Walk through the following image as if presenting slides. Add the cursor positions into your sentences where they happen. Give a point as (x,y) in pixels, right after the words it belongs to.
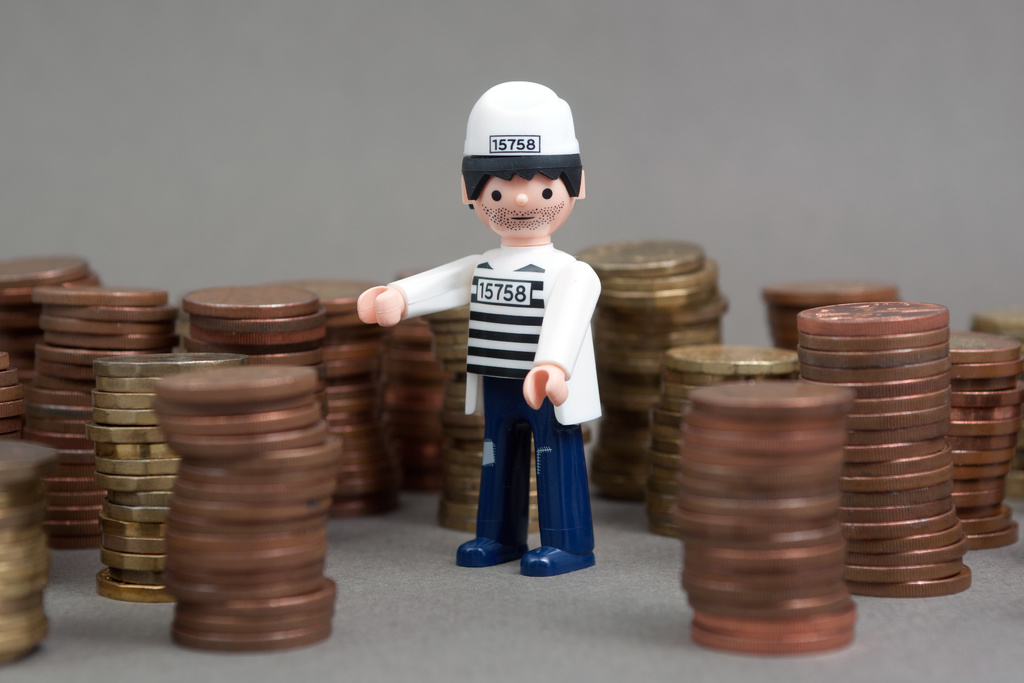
In this image there are coins (245,425) in the middle (517,324) there is a toy (522,341).
